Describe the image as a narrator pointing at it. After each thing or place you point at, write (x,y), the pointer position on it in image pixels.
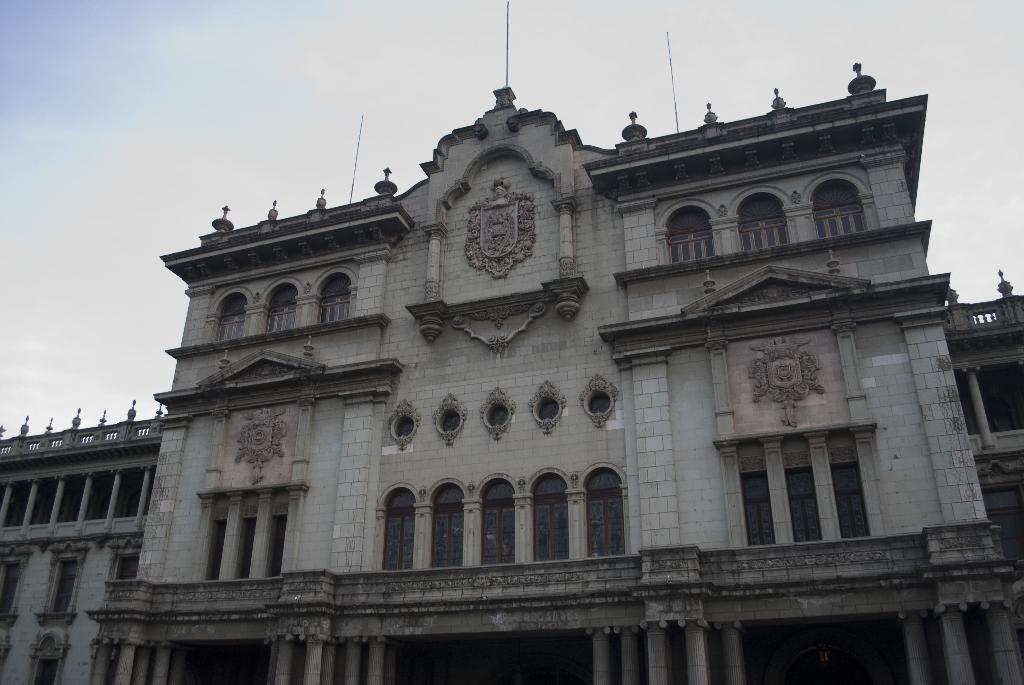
This picture is clicked outside. In the center (634,324) we can see the building (638,317) and we can see the windows (456,500) and pillars (109,508) of the building (739,515). In the background (633,74) there is a sky (622,61).
